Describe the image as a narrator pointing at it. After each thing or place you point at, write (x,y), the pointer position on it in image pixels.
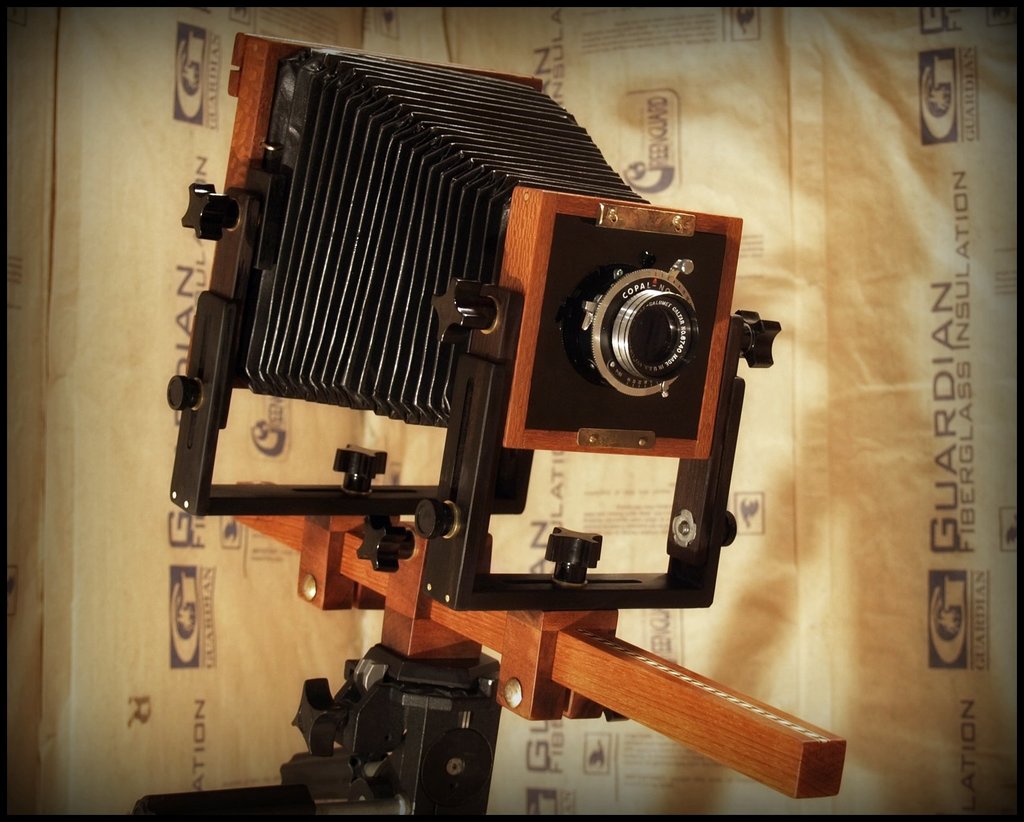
In this image there is an object (452,340) towards the bottom of the image (539,595) that looks like a camera (500,339), there is text (631,290) on the camera (662,331), at the background of the image (936,557) there is a cloth (828,398), there is text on the cloth (776,245).
